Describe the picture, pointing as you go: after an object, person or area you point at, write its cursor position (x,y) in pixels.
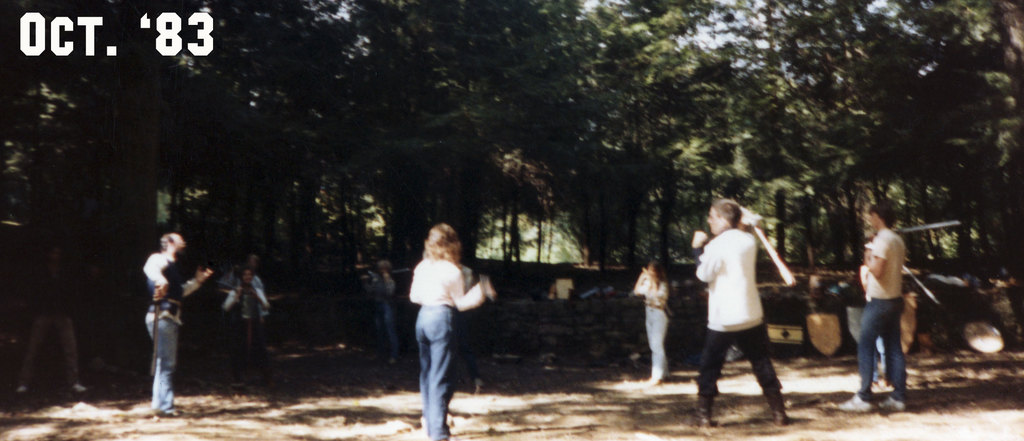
In this image we can see some people (722,229) and among them few people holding some objects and there are some things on the ground (961,426). There are some trees (747,73) in the background (731,33) and we can see the sky (748,8).
